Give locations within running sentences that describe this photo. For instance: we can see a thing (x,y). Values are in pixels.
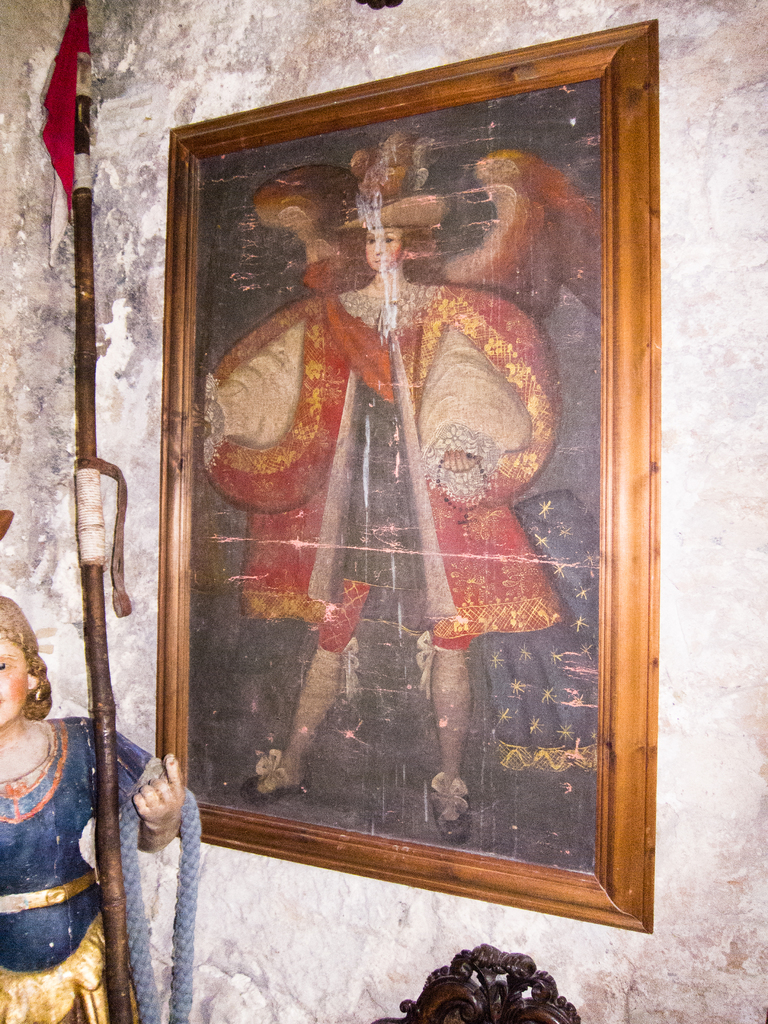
In this picture I can see a sculpture (30,788) of a person (69,796), there is a flag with a pole (112,815) and there is a frame (338,698) attached to the wall (442,895).
